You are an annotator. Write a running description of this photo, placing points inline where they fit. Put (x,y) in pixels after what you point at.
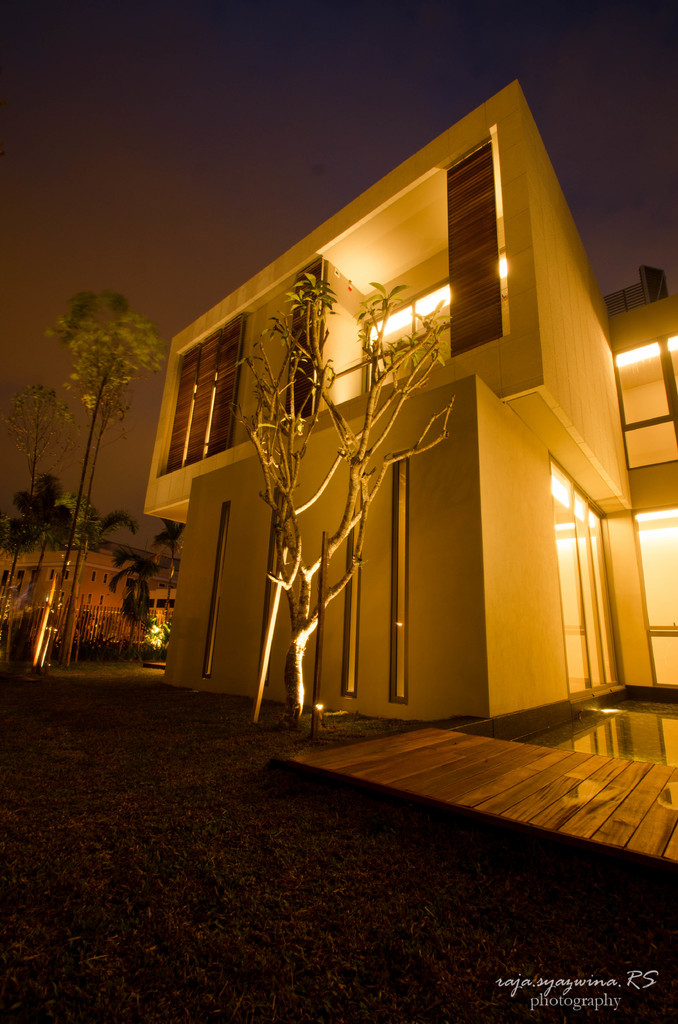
In this image I can see the ground (278,912), few trees (294,669), few buildings (307,480), few lights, the water (644,708) and few poles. In the background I can see the dark sky (318,180).
